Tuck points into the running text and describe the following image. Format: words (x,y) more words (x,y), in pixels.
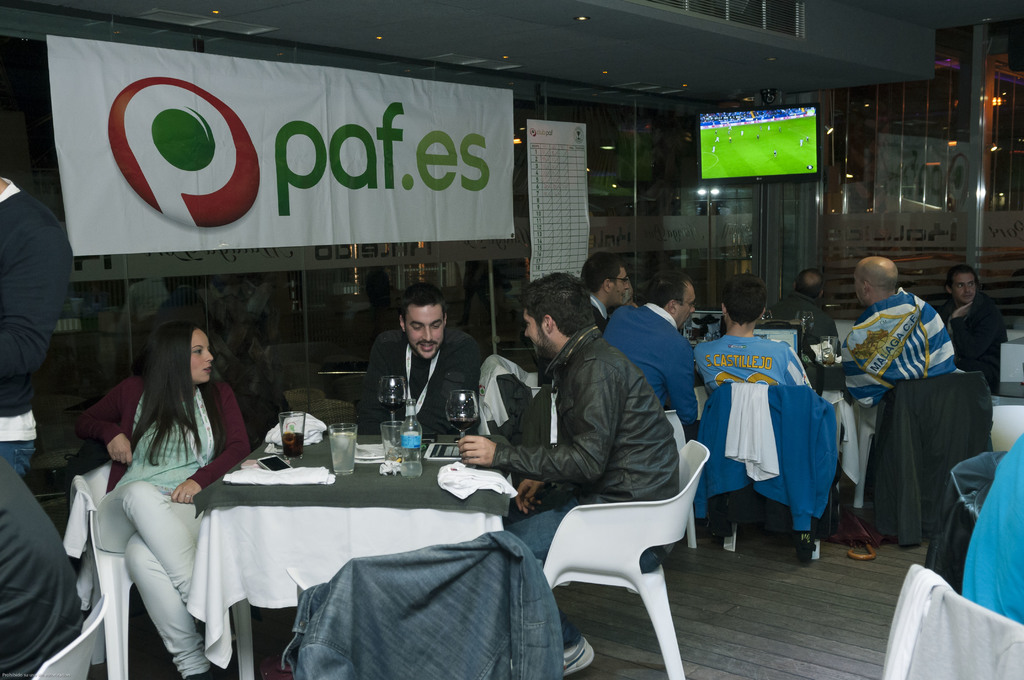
There are group of people (590,453) sitting in chairs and there is a table (429,474) in front of them and there is a television (741,161) in the right corner (772,161) and there is a banner (300,129) which has something written on it in the left corner (231,176).
